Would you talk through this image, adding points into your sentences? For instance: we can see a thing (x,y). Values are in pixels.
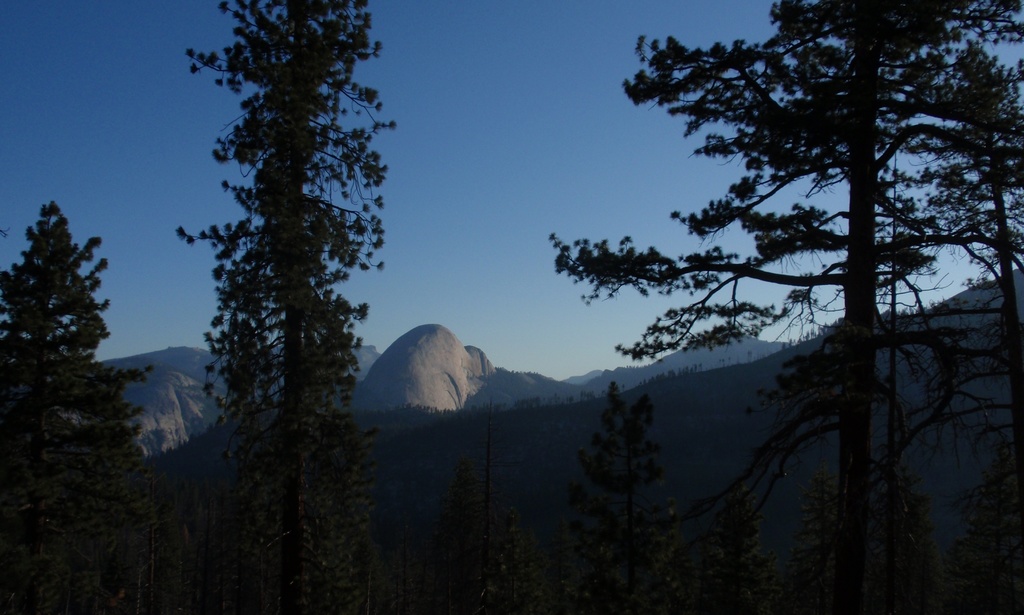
In this image there are few trees (641,284). Behind there are few hills (719,504) having rocks (430,390) and trees (469,464). Top of the image (471,132) there is sky (506,164).
